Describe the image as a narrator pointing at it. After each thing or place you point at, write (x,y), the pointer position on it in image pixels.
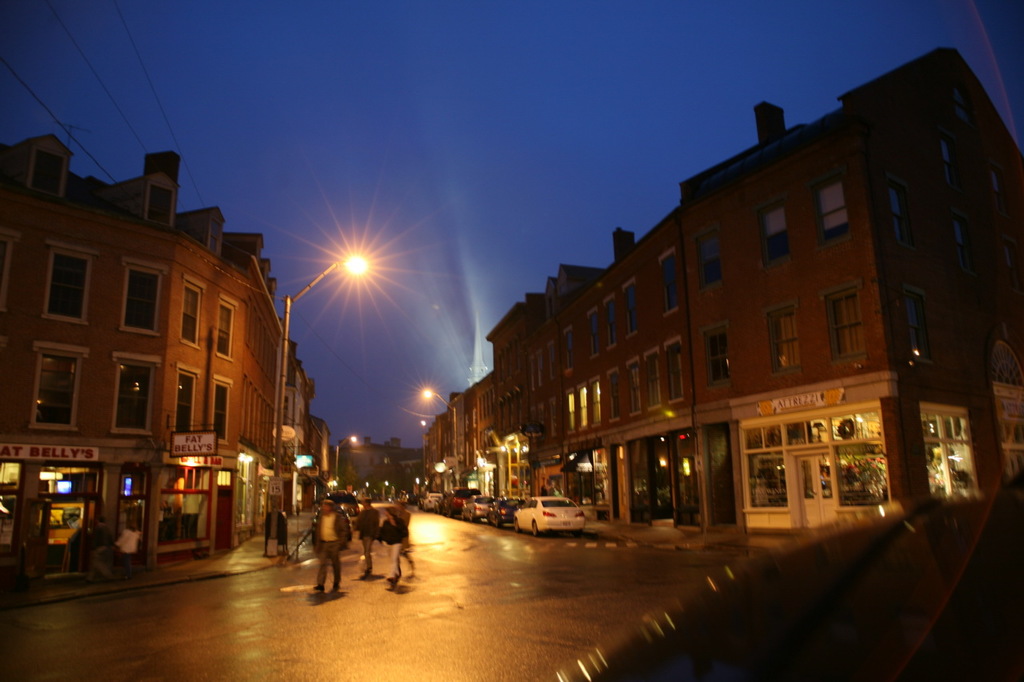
In this image there are a few people (334,544) walking on the streets (344,617), on the road (517,552) there are cars (462,512) parked, on the either side of the road (445,537) on the pavement (274,561) there are lamp posts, trash cans (283,521), besides the pavement (296,521) there are buildings (459,482).
